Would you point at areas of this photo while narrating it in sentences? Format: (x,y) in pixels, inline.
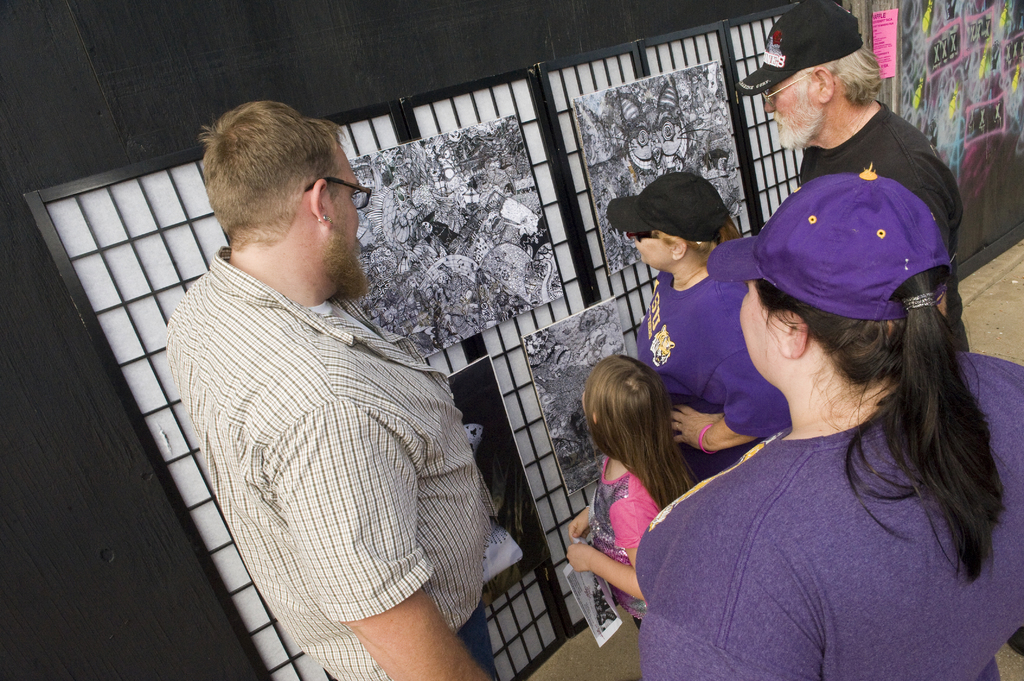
In this picture there are people (664,316) those who are standing on the right side of the image (734,379) and there are portraits (449,339) in front of them.
